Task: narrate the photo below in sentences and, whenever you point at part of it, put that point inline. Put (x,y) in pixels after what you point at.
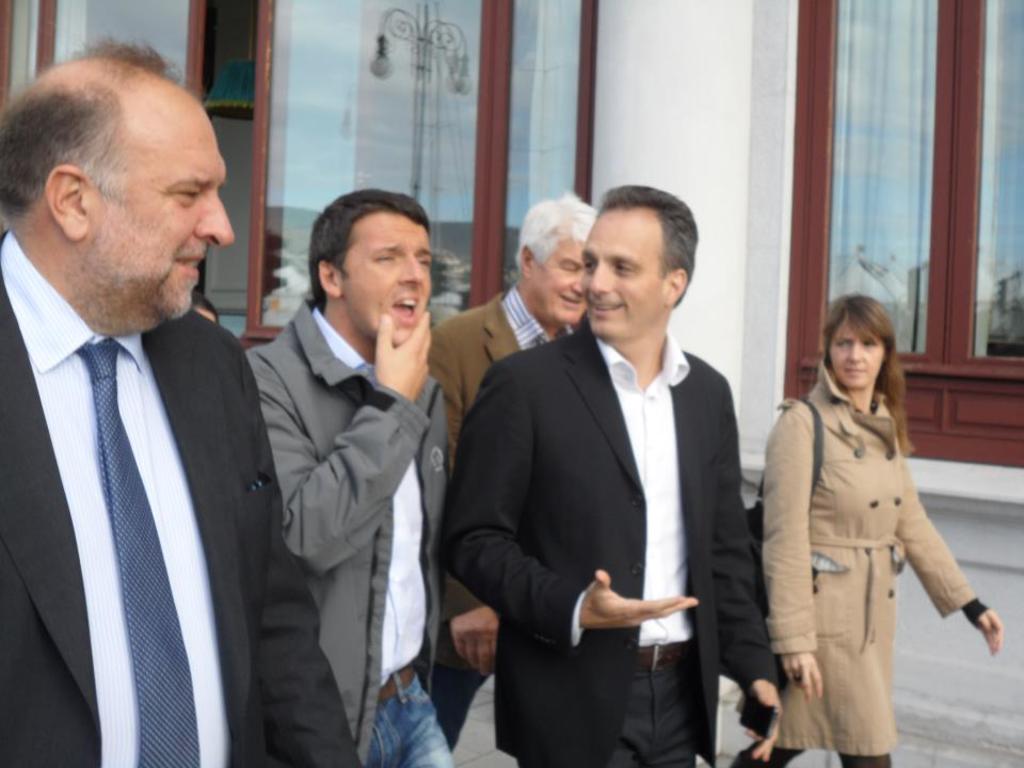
In the picture I can see a group of people (464,536) are walking on the ground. In the background (832,247) I can see framed glass wall (485,213) and some other things (701,204).
